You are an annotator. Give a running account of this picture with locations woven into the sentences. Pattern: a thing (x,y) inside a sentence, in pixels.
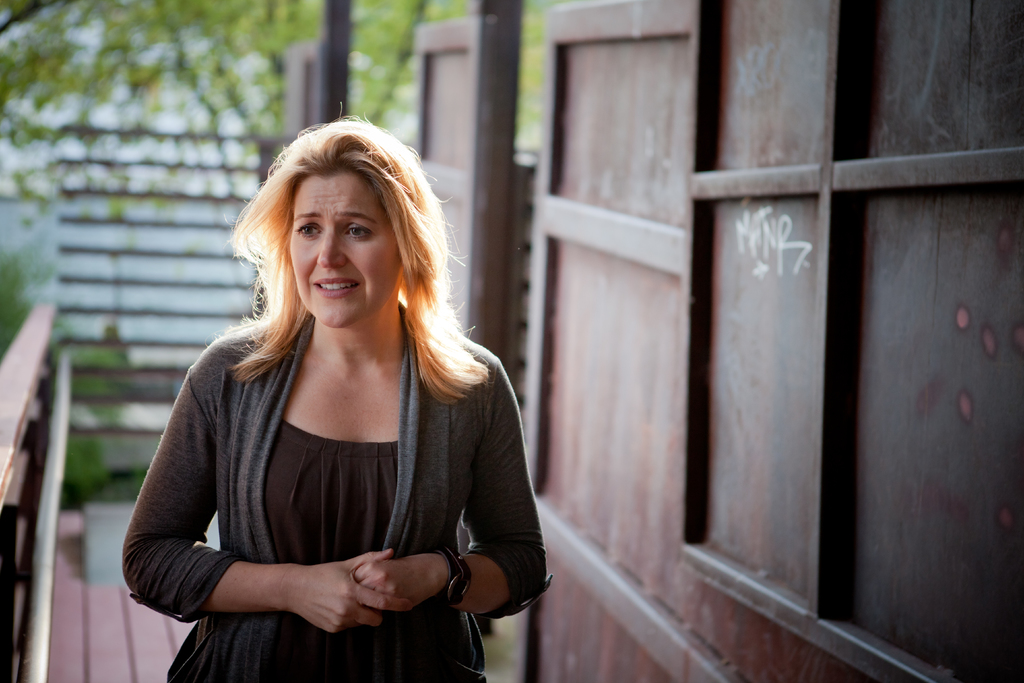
In the center of the image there is a woman (355,123) wearing a grey color jacket (185,498). At the right side of the image (727,577) there is a wall (551,51). At the left side of the image (19,333) there is a railing (2,539). At the background of the image (205,75) there is a tree (63,85).
